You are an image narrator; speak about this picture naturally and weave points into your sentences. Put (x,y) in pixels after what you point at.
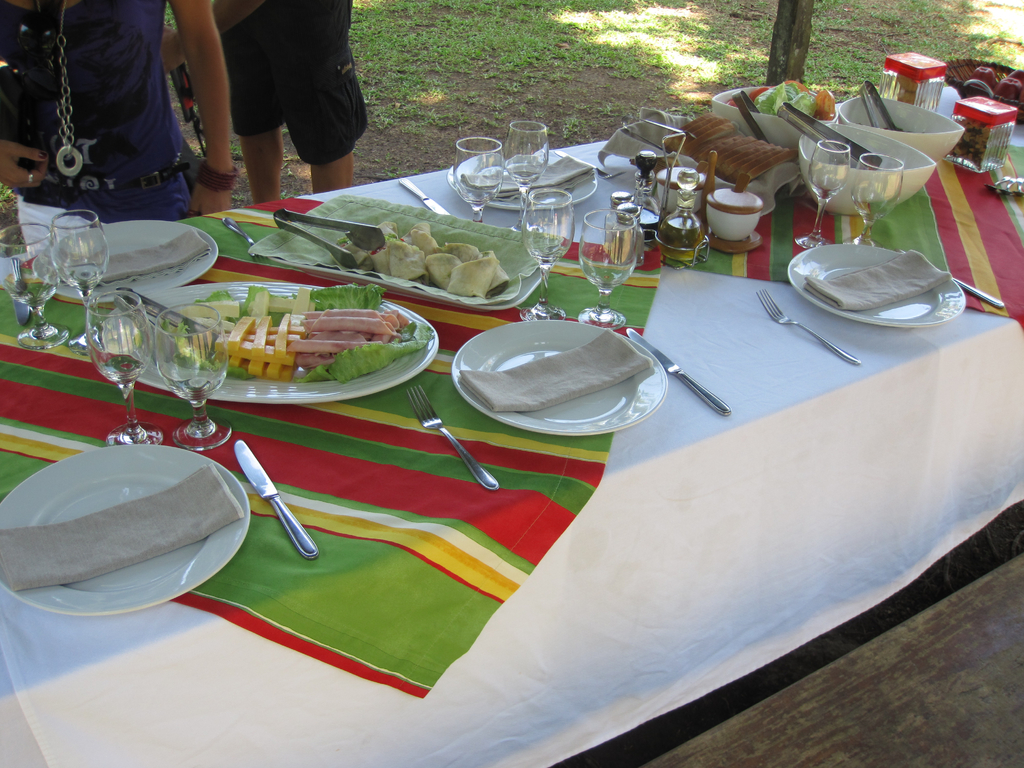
In this picture we can see some food items (270,369) and green salad (317,306) with white plate (412,362) which is placed on the table top (353,557). Beside there is some water glass (618,240) and some transparent boxes (900,97). Behind we can see half image of the two people (209,136), One is wearing black shorts (262,126) standing on the ground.
